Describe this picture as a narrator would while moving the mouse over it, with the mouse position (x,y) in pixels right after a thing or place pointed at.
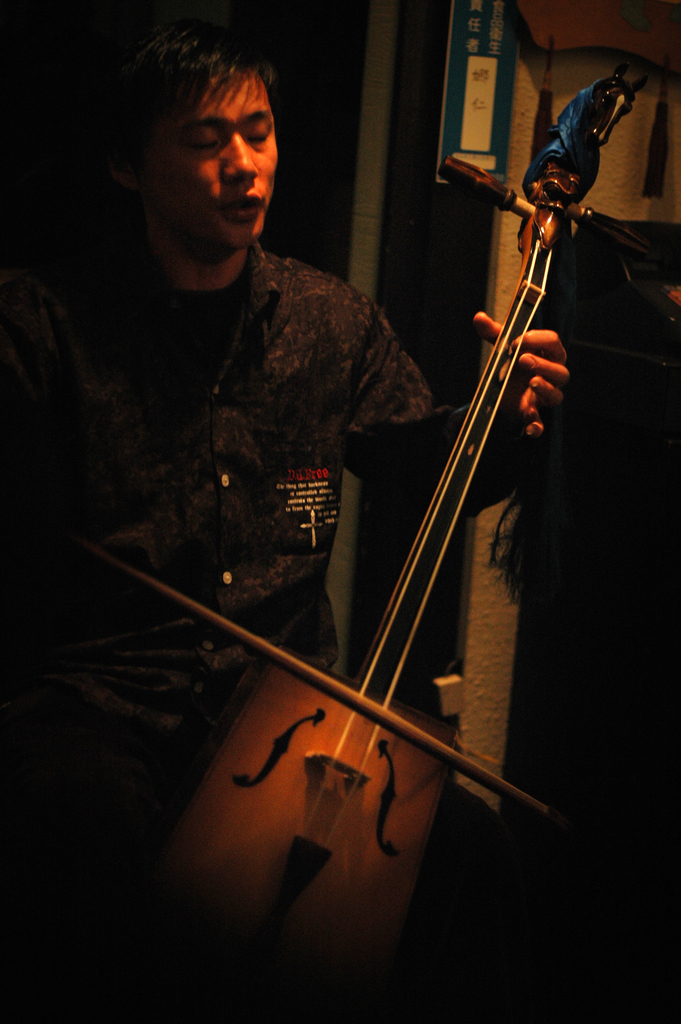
In this picture a guy (41,385) is playing a violin (263,736), in the background (487,132) there are posters (476,128), hangings (660,159). To the right side of the image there is a brown color wooden shelf (636,648).
